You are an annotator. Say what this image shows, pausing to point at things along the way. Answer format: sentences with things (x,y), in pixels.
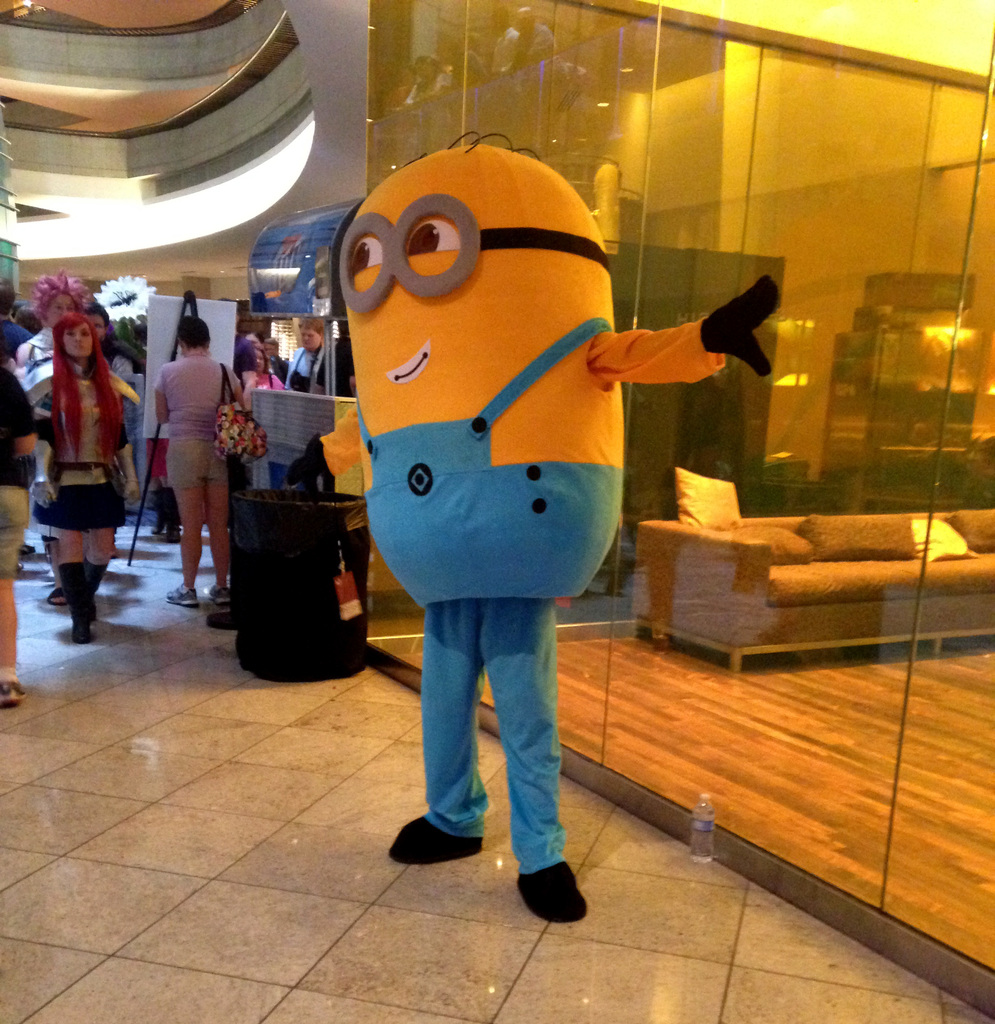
In the middle of the picture (566,576), we see a man (547,615) in blue and orange mascot costume (451,480) is standing. Behind him, we see a water bottle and a glass door (762,486) from which we can see the sofa (743,614) and cushions (941,549). Behind him, we see a black color garbage bin (308,541). Beside that, we see people (195,445) are standing. Beside them, we see a white color board (160,367). This picture might be clicked in the mall (79,729).
